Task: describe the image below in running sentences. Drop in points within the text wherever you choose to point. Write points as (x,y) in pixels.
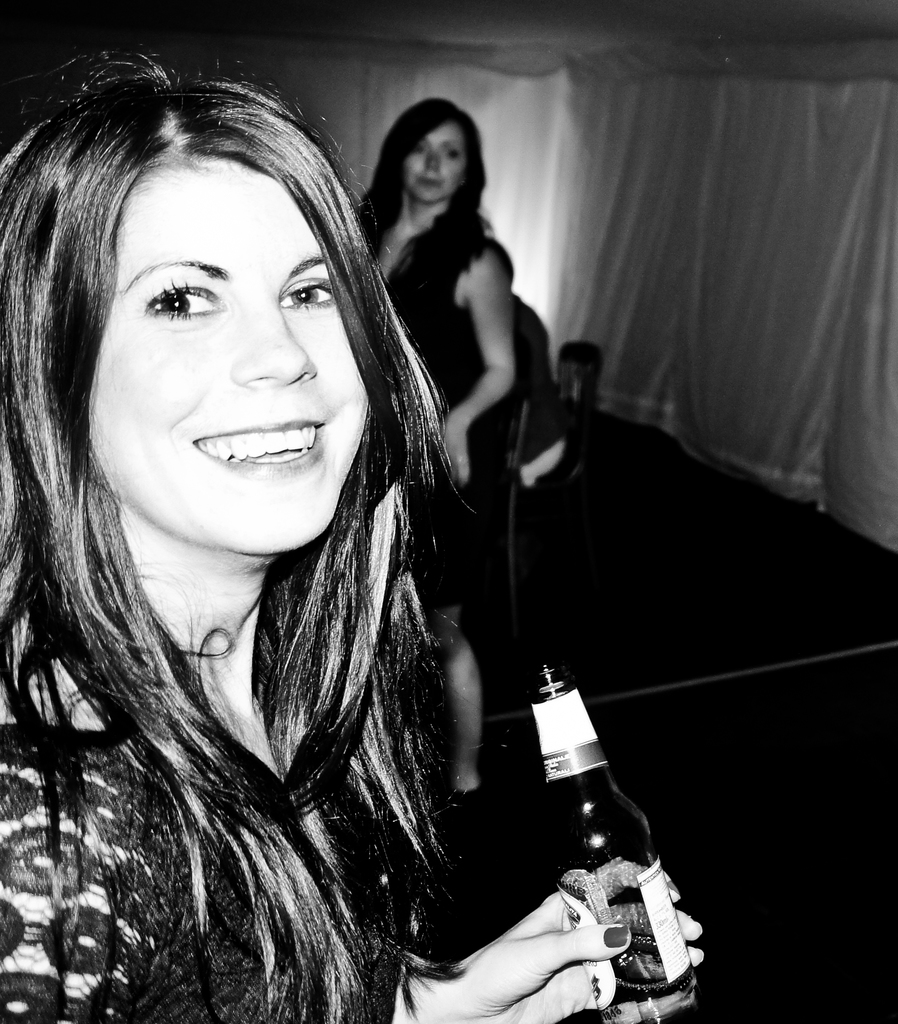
In this image there is a woman (359,889) who is holding a glass bottle (600,839) in her hand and smiling. In the background (375,208) there is another woman (427,225) who is standing and a curtain (758,150) to the right side of it.
